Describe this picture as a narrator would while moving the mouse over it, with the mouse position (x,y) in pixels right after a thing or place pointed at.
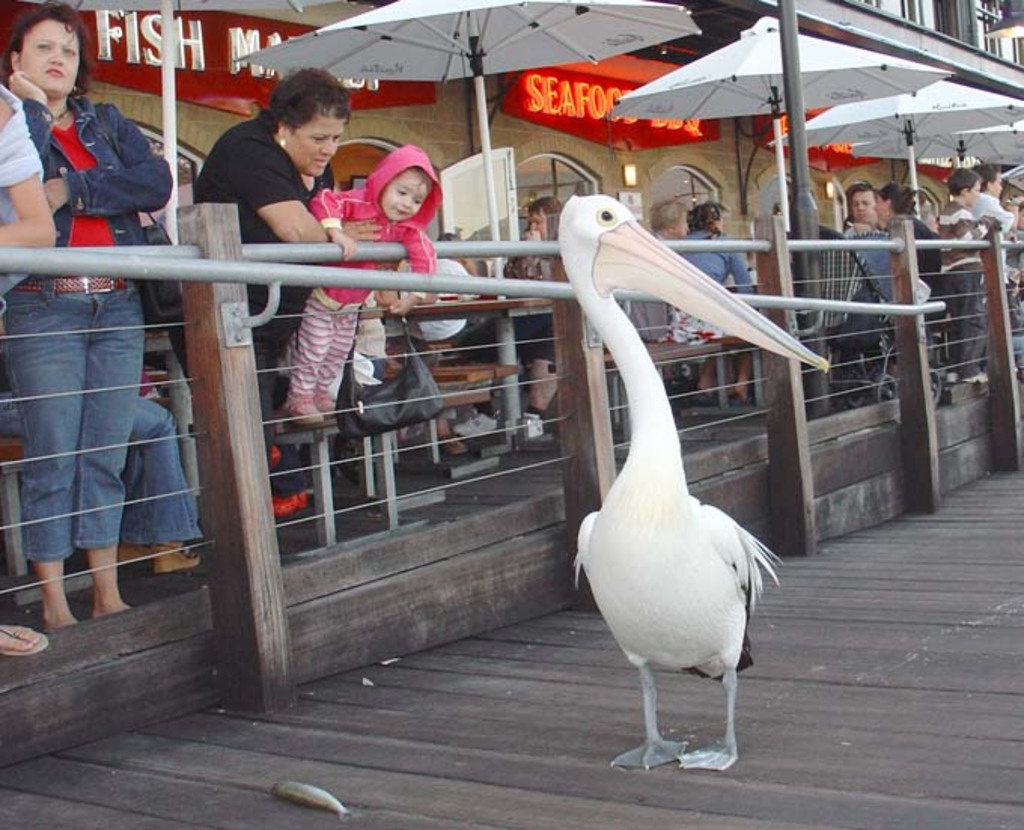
In this image in the center (653,398) there is one bird (653,391) and in the background (333,343) there are a group of people (967,219), children (966,259), railing (822,298), umbrellas (548,1), poles (784,193), tables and some boards (117,77). On the boards (569,84) there is text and building (929,46), at the bottom (937,609) there is walkway (908,667) and on the walkway (275,756) there is one fish (307,789).
